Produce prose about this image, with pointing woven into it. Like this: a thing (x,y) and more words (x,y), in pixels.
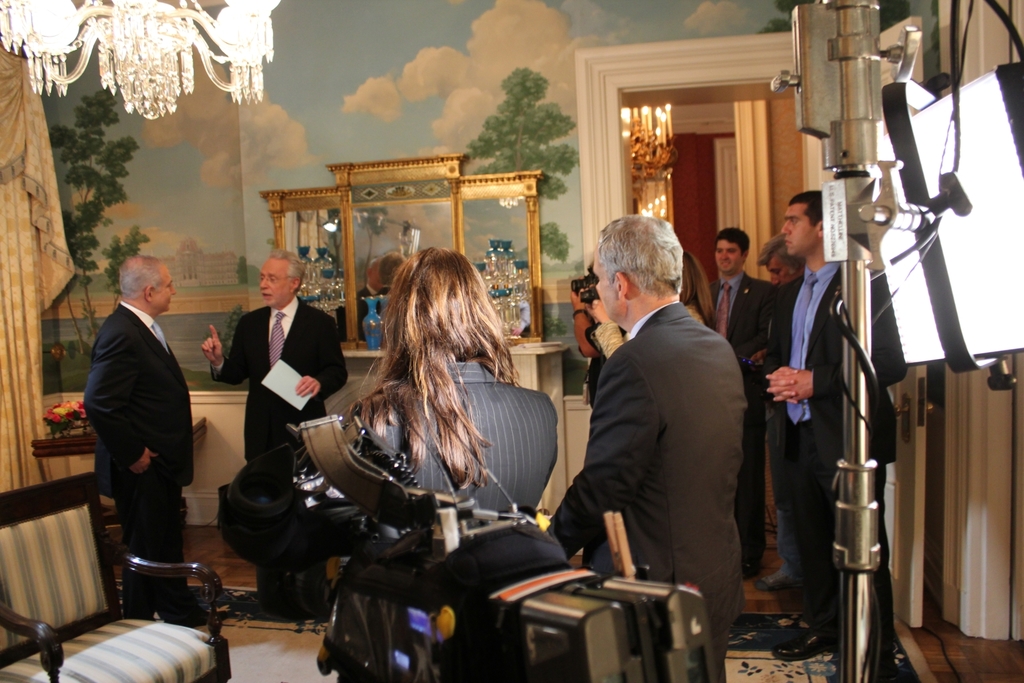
In this image we can see people (432,488) standing in a room (900,614). They are wearing suit (819,402). There is a chair (96,632), curtains (23,303) on the left (96,632). There is a stand (857,121) and a light (948,240) on the right (855,138). There is a chandelier (129,58) at the top (116,13) and there is a mirror (474,254) and painting (292,117) on the wall (373,89) at the back (360,106).
